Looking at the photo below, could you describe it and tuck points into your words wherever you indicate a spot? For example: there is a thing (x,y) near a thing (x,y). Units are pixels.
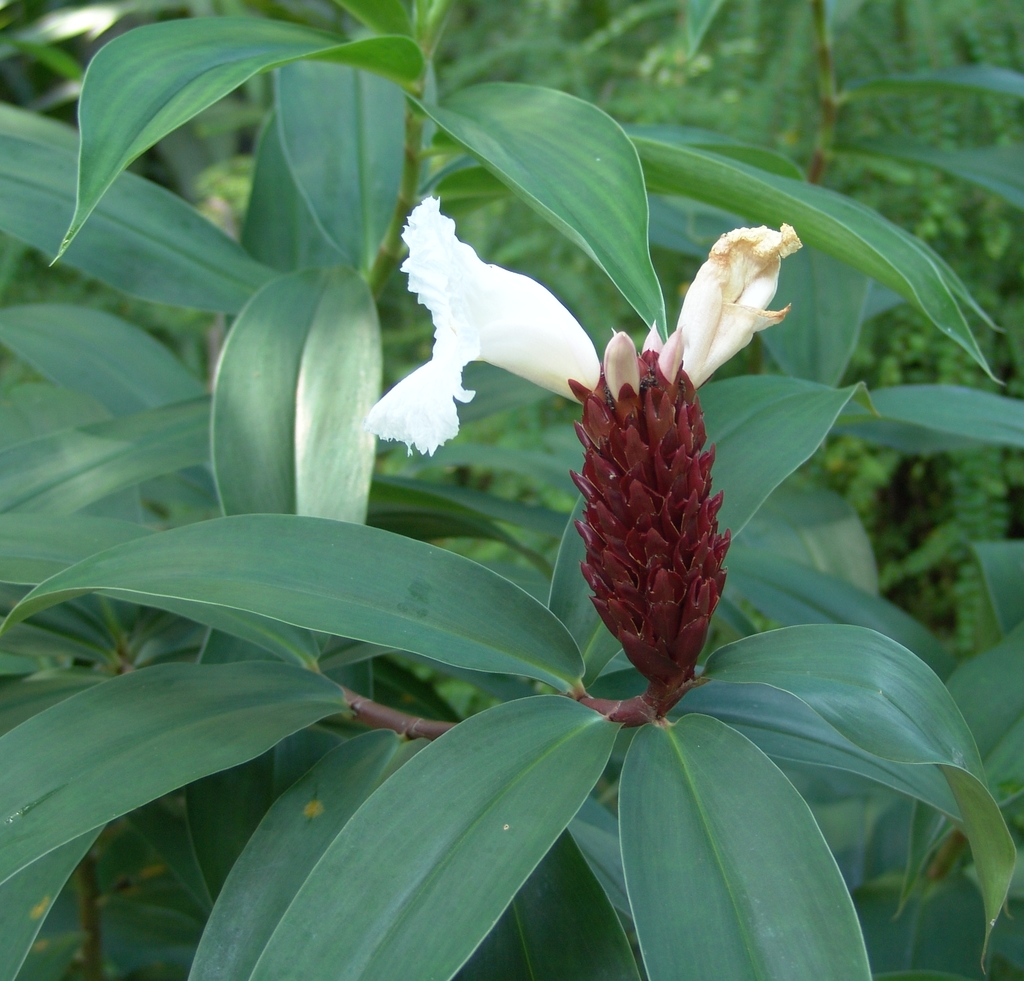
In this picture we can see a flower (698,276), leaves (862,643) and in the background (547,4) we can see trees (573,4).
